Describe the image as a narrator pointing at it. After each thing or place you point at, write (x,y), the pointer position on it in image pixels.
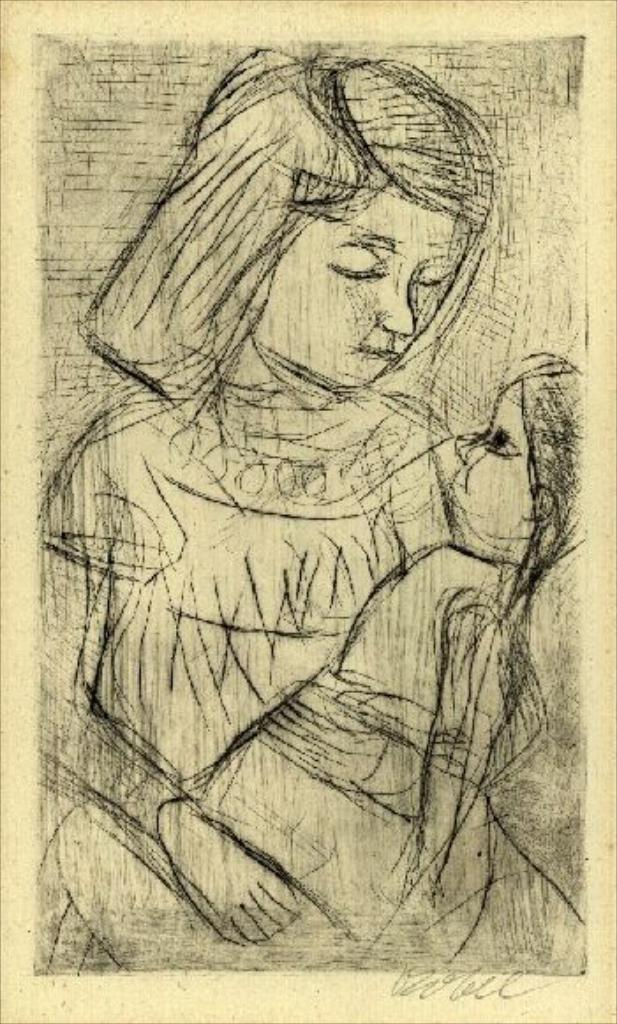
In this image we can see the drawing (244,683) of a woman (272,638) holding a doll (435,655).
